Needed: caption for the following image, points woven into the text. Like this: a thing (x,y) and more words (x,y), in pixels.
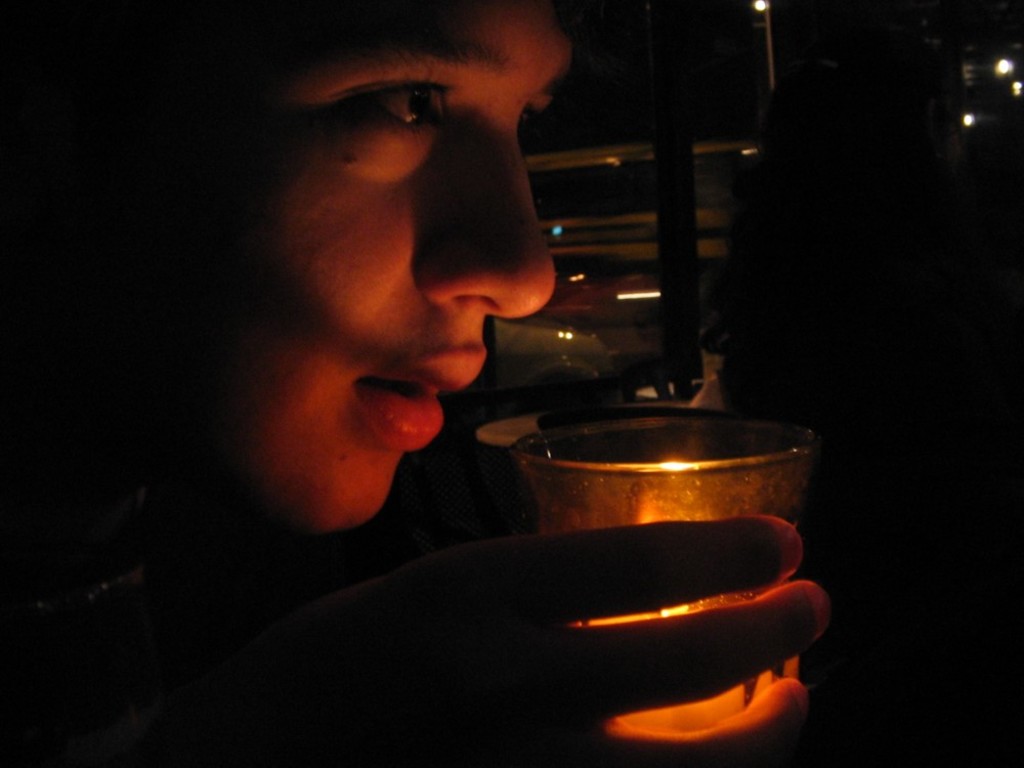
In this picture we can see a person (406,446) holding a candle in a glass (569,440). There are some lights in the background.
